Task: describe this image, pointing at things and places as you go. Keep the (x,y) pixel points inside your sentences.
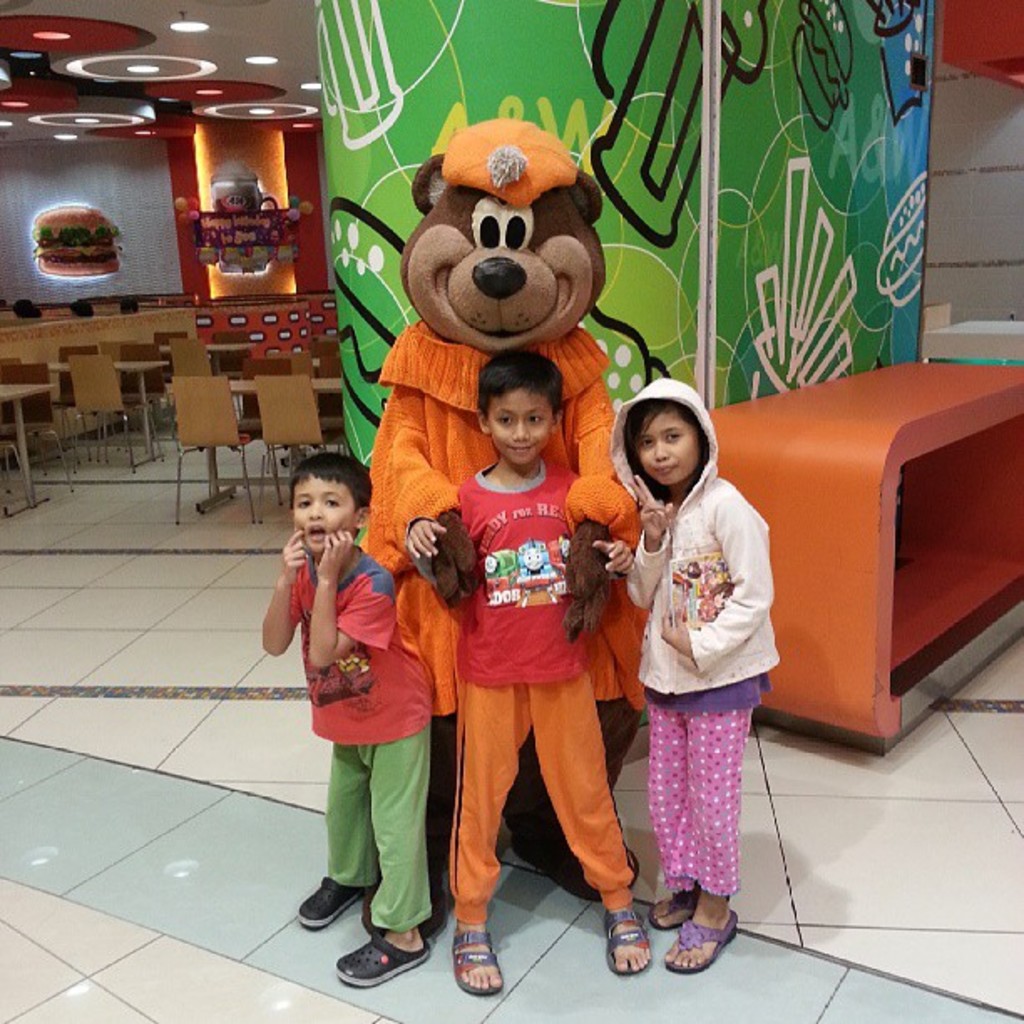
In this image I can see few children (479,599) and a teddy bear (407,378). In the background (216,385) I can see number of chairs (204,444), few tables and number of lights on ceiling (214,119).
